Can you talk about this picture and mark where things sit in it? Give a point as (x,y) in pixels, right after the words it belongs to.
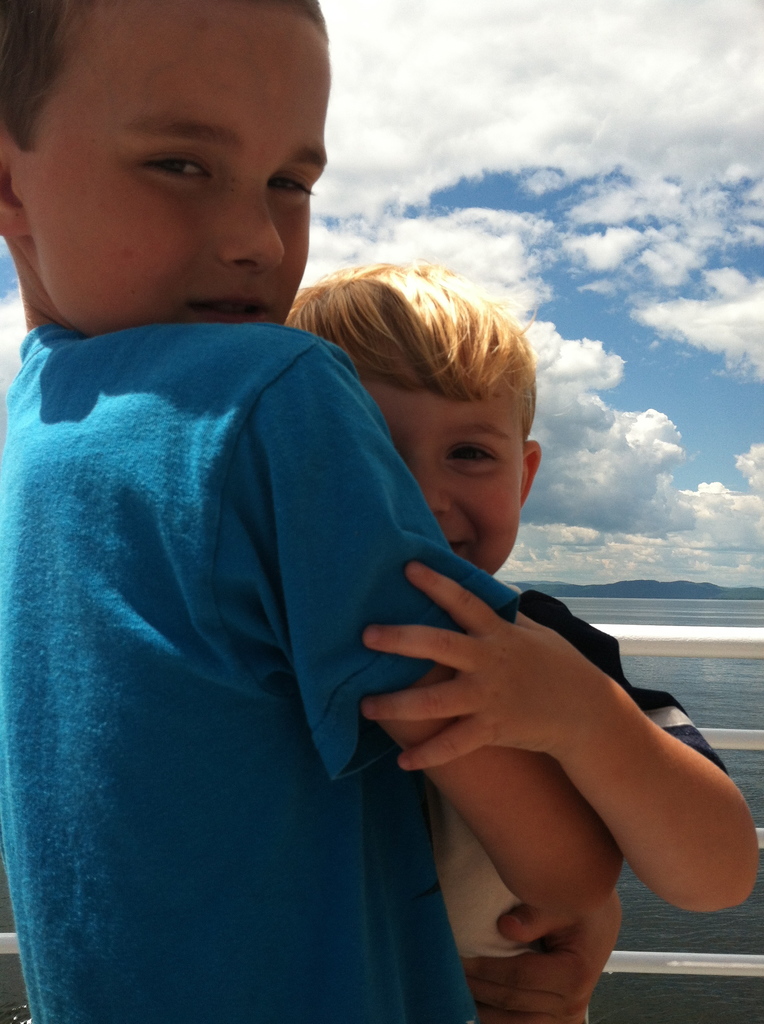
In this picture there are two children (450,301) in the center of the image (265,576) and there is water (746,689) in the background area of the image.
